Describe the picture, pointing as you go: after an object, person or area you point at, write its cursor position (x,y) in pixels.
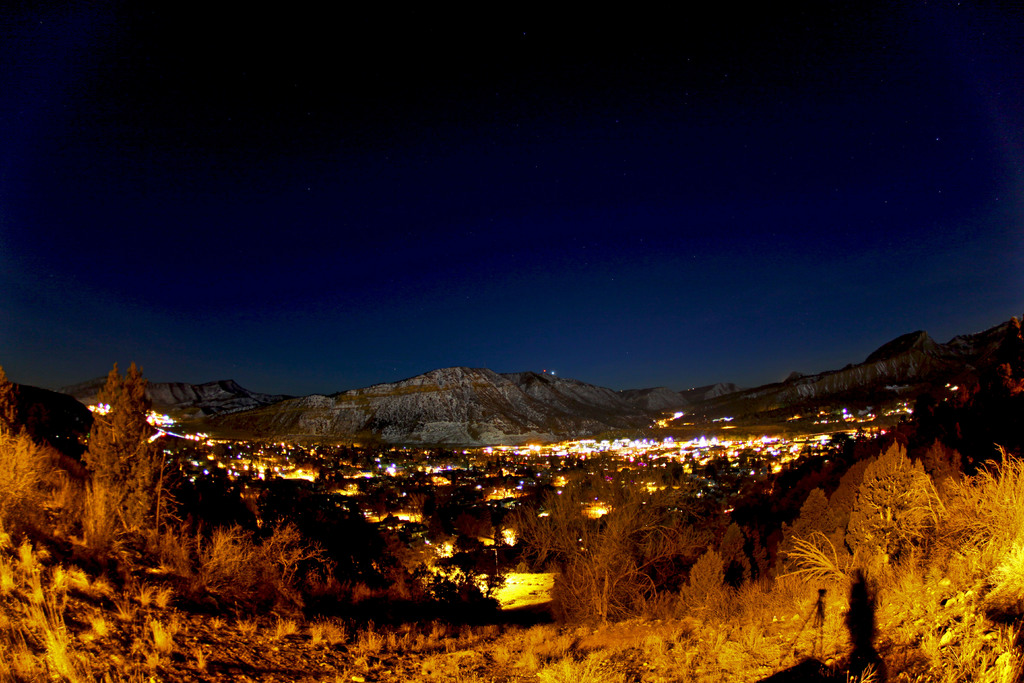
In the foreground of this image (524,671), there are plants (177,579) and trees (584,603). In the background (687,469), there is the city (402,503), mountains (520,406) and the dark sky (480,219).
